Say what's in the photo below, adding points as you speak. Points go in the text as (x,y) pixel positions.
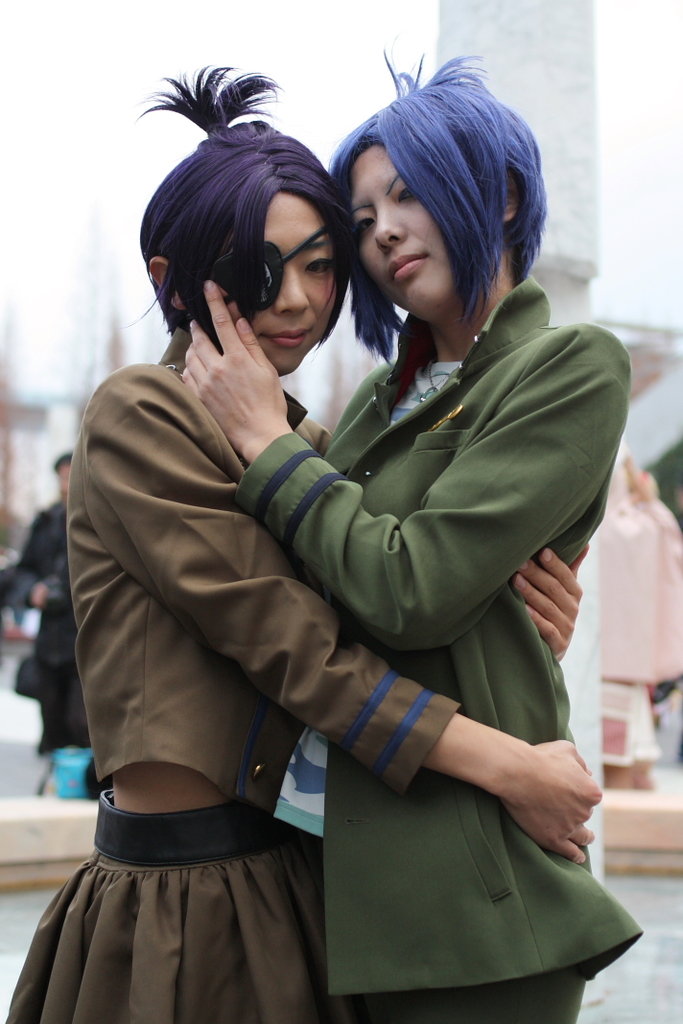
In the foreground of this image (385,788), there are two women (284,854) hugging each other, where a woman (273,284) is having eye mask (266,259). In the background (492,47), there is a pillar (534,32), a pink object (627,603) is on the right (621,644), a man (47,634) walking on the road (17,658) is on the left (65,688). On the top (105,91), there is the sky (105,83).
